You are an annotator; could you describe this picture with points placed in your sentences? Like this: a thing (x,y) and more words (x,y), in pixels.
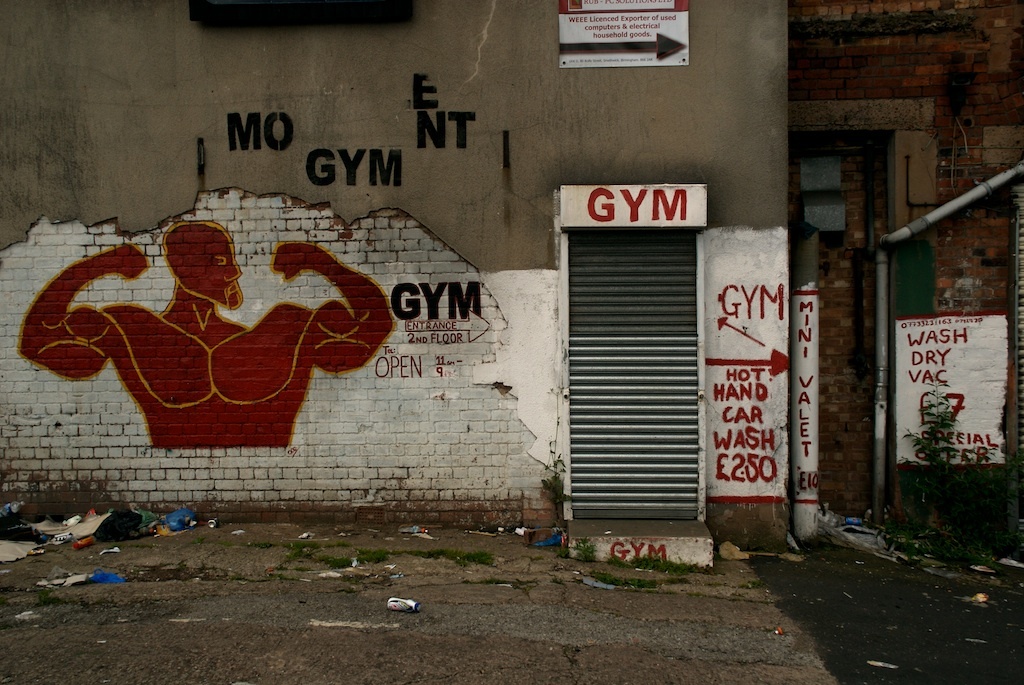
In this image I see the buildings (771,123) and I see the walls (729,232) on which there is something written and I see the depiction (177,260) of a person (178,305) over here and I see a pole (814,356) over here and I see the path (510,560) on which there are few things (60,536).
